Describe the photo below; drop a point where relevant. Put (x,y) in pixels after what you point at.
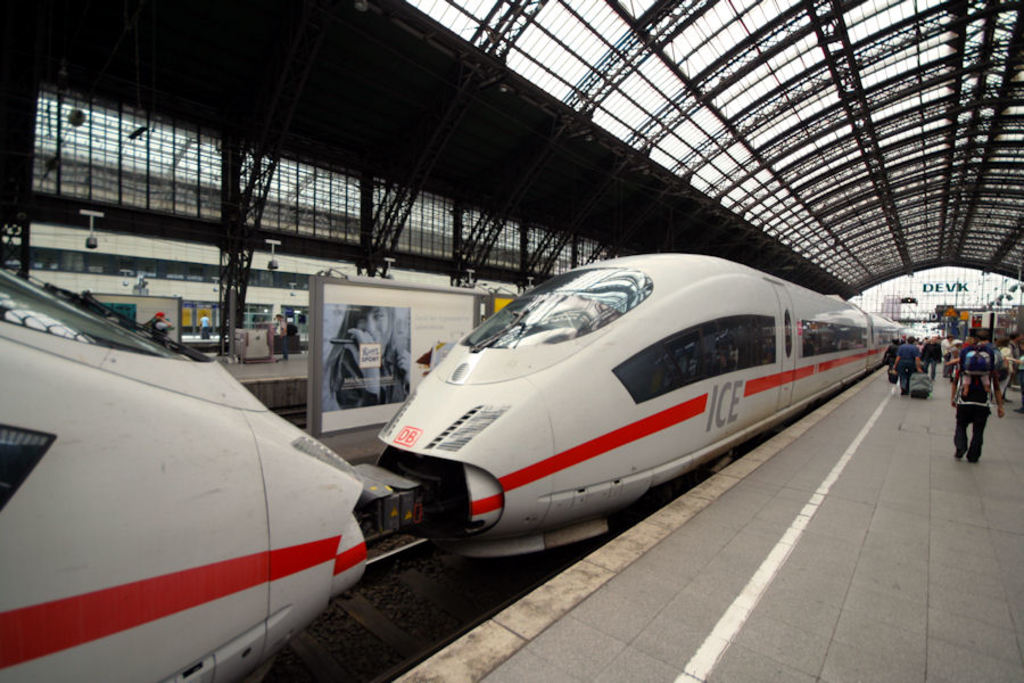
In this image there is a railway station (676,610), there are person (947,361) walking in the railway station (961,332), there is a train (337,568), there is a railway track (379,620), there is a board (406,328), there are person (376,329) and text (377,360) on the board (394,359), there is a roof (640,138), there is a wall (284,293), there are objects (251,347) on the ground (289,364), there is the sky (954,291), there are objects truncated towards the right of the image (1021,372).
